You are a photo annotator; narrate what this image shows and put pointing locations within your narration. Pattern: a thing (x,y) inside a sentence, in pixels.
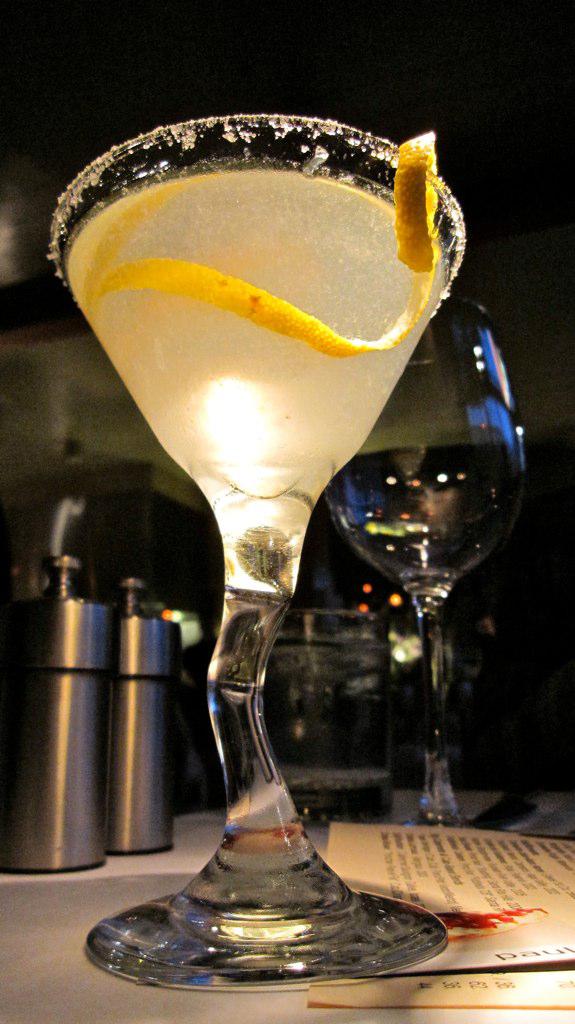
In the image there is some drink (302,400) in a glass (296,244) and behind that glass (330,907) there are two objects (157,624) and an empty glass (439,625), behind the second glass (427,611) the background (413,695) is blurry.
